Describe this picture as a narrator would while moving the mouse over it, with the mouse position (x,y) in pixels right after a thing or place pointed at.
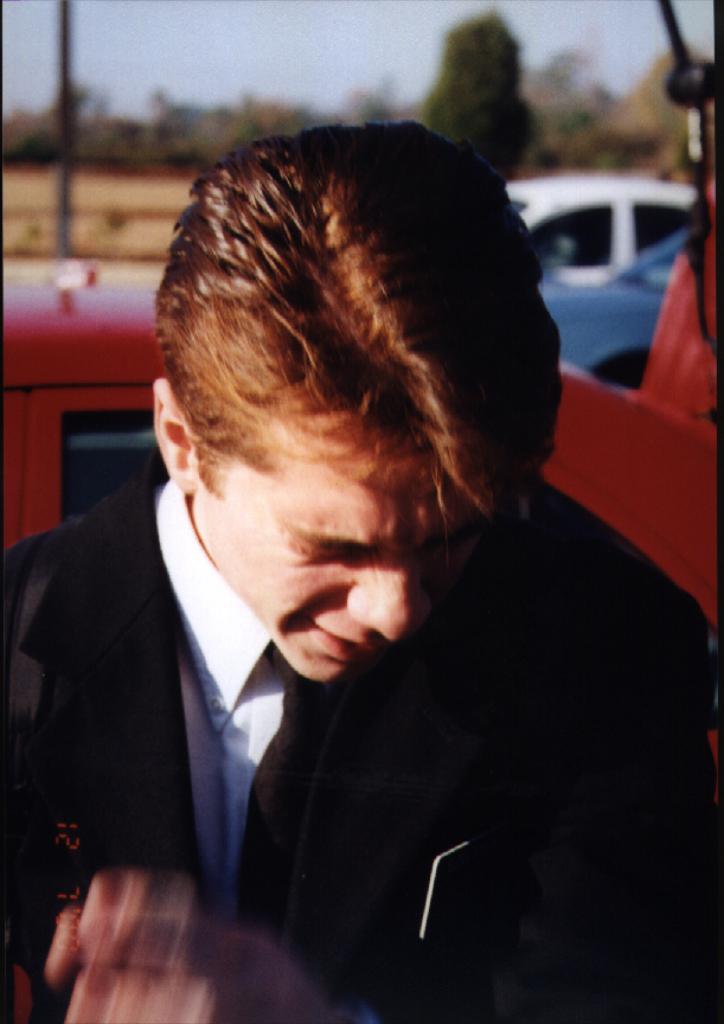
In the picture we can see a man (470,827) bowing his head (377,206) down and he is with a black color blazer (181,827) and white shirt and behind him we can see a car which is red in color and behind it also we can see two cars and behind it we can see a pole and some trees (230,124) and sky (347,76).
